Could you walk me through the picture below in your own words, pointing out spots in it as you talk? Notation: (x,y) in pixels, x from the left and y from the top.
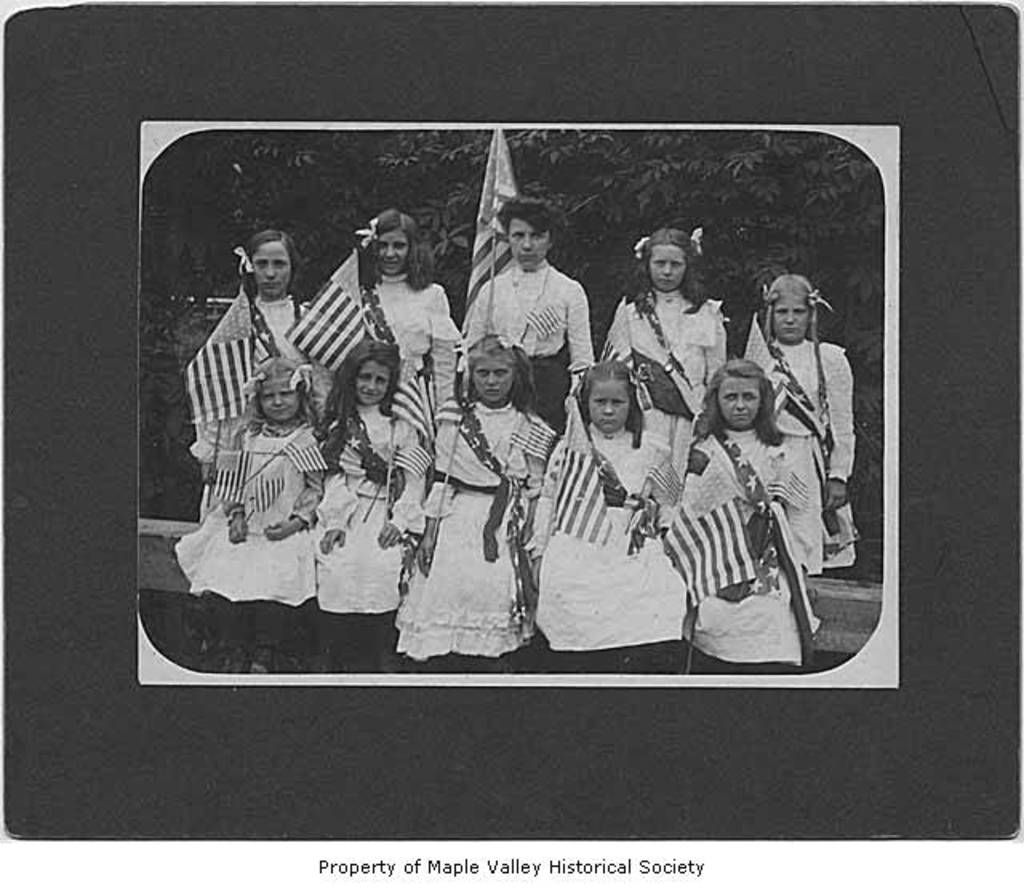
This is a black and white picture, there are many girls (438,571) sitting and standing and they are holding flags (704,554), behind them there are trees (230,266).
